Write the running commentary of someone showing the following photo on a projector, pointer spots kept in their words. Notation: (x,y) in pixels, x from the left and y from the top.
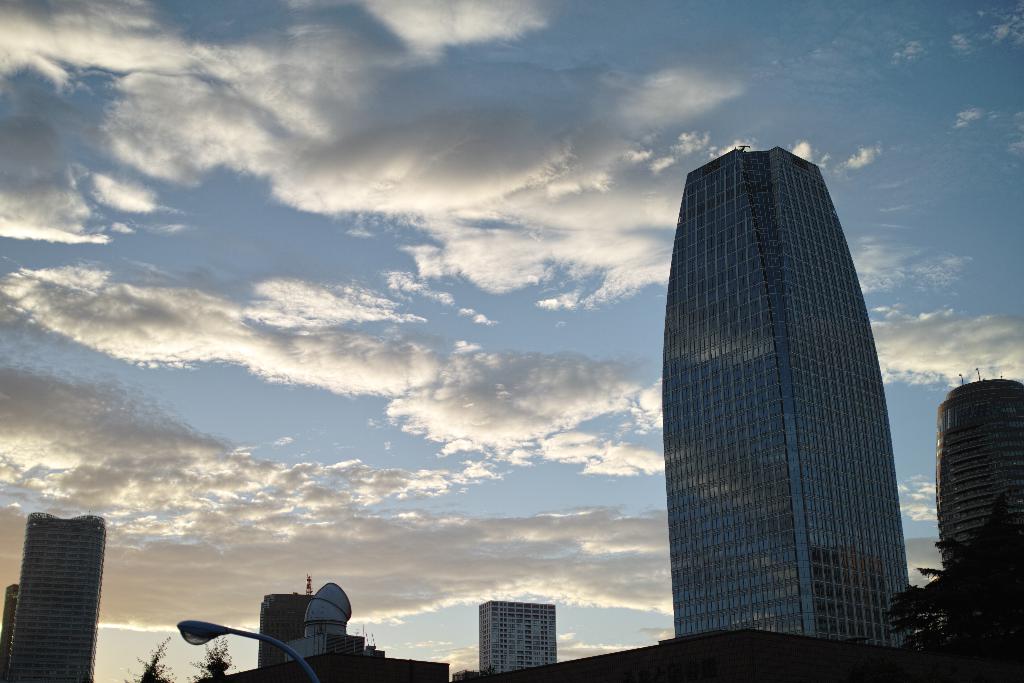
In this picture we can see buildings (50,595), trees (987,611), light (268,642) and in the background (406,279) we can see the sky (662,376) with clouds (436,256).
